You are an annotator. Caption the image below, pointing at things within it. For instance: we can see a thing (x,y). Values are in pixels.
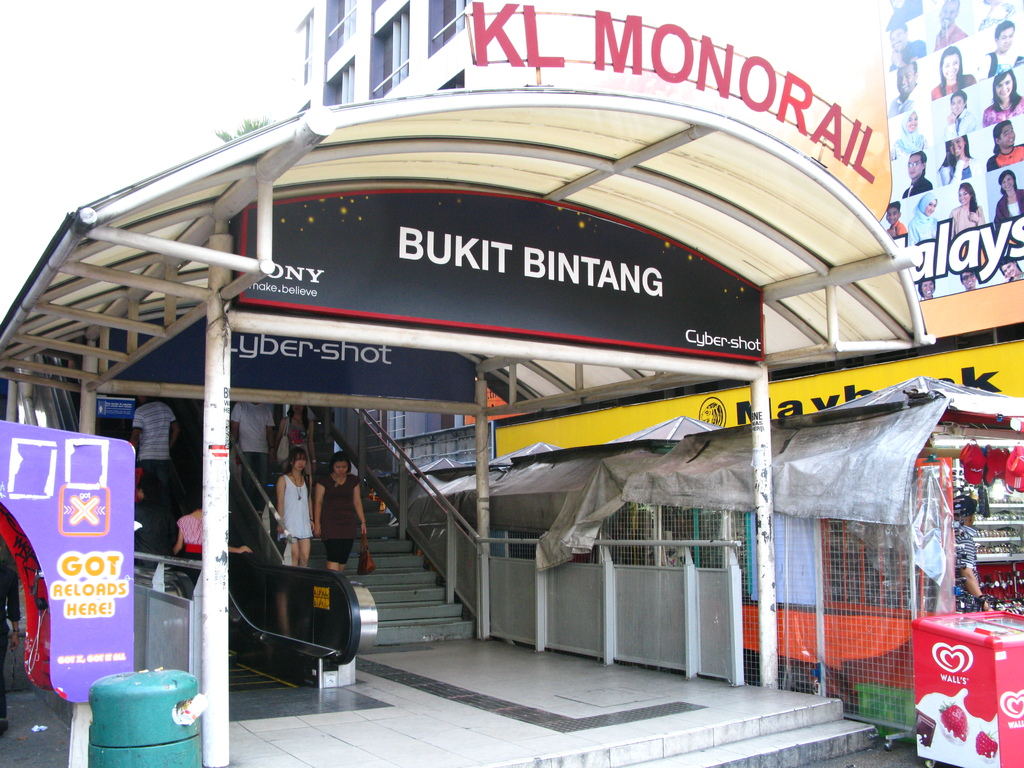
In the center of the image (347,464) we can see a group of people (292,516) standing on the staircase (352,564) and fence (379,486). One woman (352,529) is holding a bag (370,553) in her hand (365,527). A shed (478,561) with some text (535,260) on the boards (590,321). To the left side of the image (149,715) we can see a trash bin (149,715), board (121,629) with text (128,582). To the right side of the image (978,664) we can see a building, a box (966,660) placed on the ground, one person (970,564) is standing, group of caps (1005,468), a poster (1006,207) with group of photos (988,160) and text (959,255). In the background (287,88), we can see a tree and the sky (90,101).
